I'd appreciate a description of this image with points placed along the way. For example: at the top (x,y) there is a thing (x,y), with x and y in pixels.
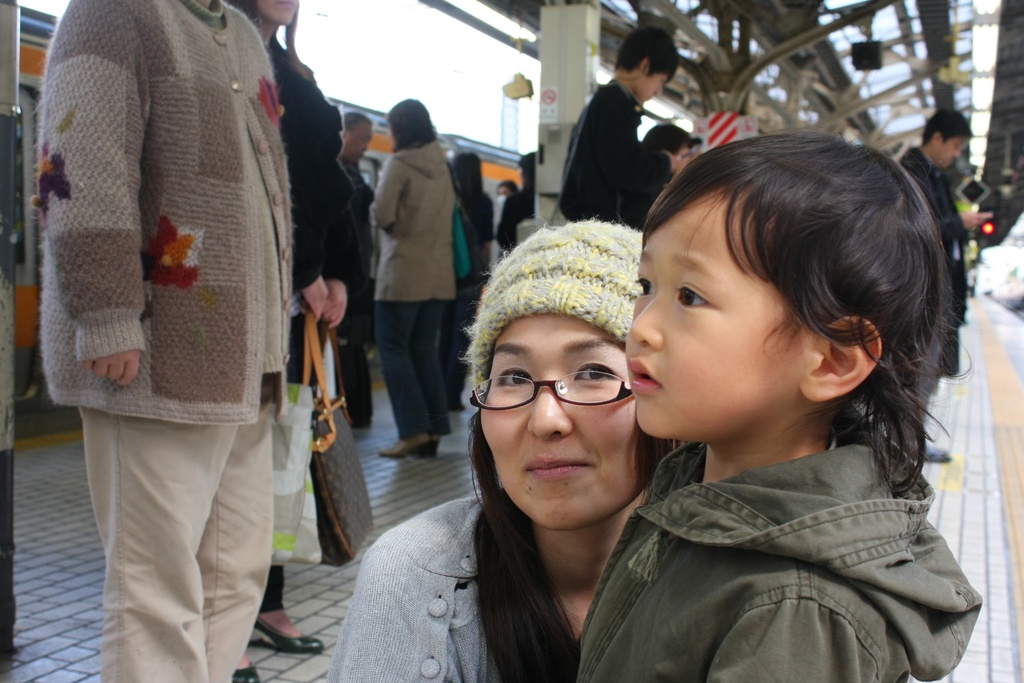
In front of the image there is a woman (617,484) posing for the camera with a kid (698,381) beside her, behind the woman (549,445) there are a few other people (402,204) standing on the platform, in the background of the image (776,123) there is a train (495,158) on the tracks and there are pillars (742,90) and roof top (703,83).
